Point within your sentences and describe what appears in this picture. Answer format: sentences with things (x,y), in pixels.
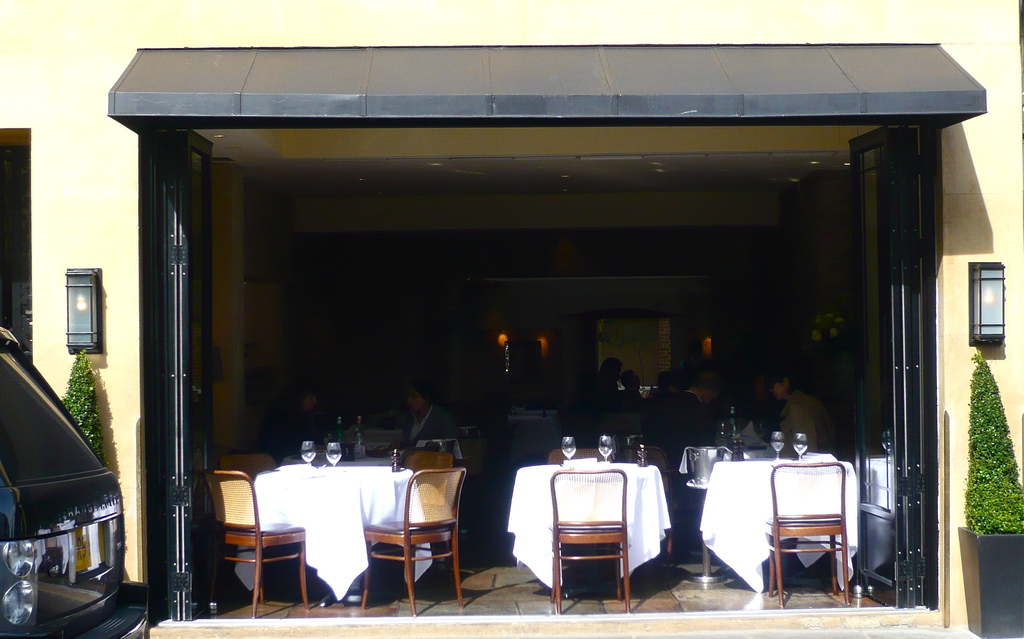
There is a restaurant (558,309) filled with tables (385,493), chairs (428,486) and people (297,421). Glasses (340,450) and a white cloth (370,474) on every table (345,462). To the right (984,421) and left there were lamps (84,344) and plants (83,405). To the left (87,482) there is a truck (32,505).
